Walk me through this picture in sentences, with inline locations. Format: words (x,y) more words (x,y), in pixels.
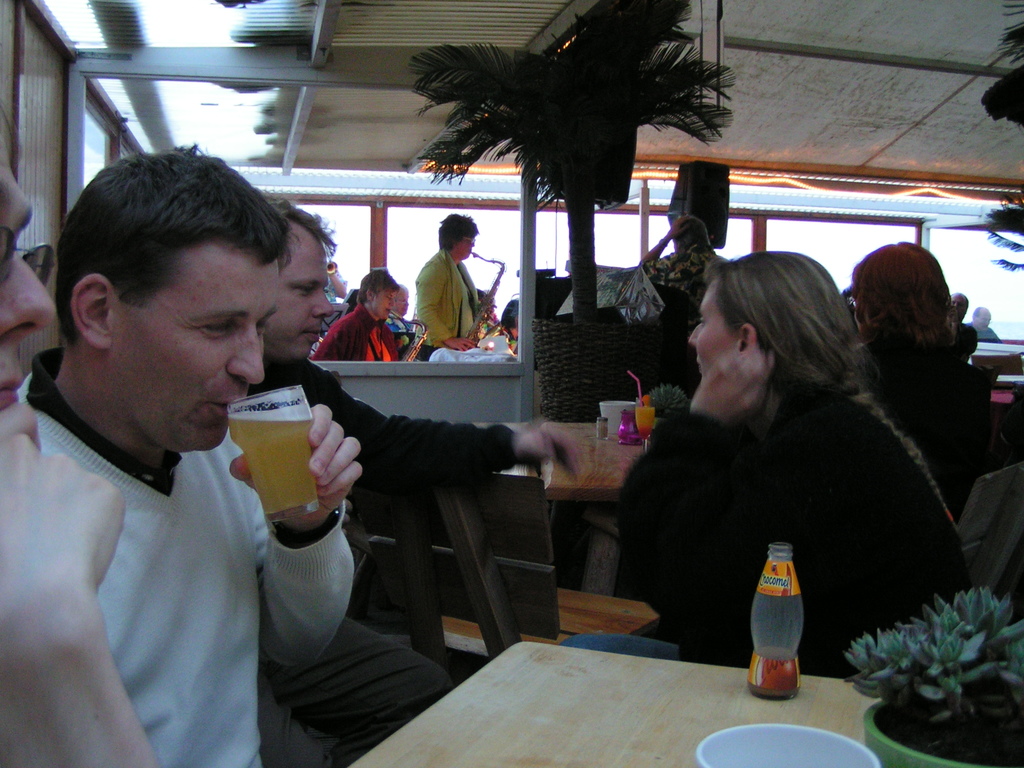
In this image I see 4 persons (337,395) who are sitting on the chair (427,593) and there is a table (564,653) in front (511,665), On the table (502,676) I see a bottle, a plant (1009,655). In the background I see 2 trees (623,376), few people (344,330) who are holding the musical instrument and the windows (424,233).
